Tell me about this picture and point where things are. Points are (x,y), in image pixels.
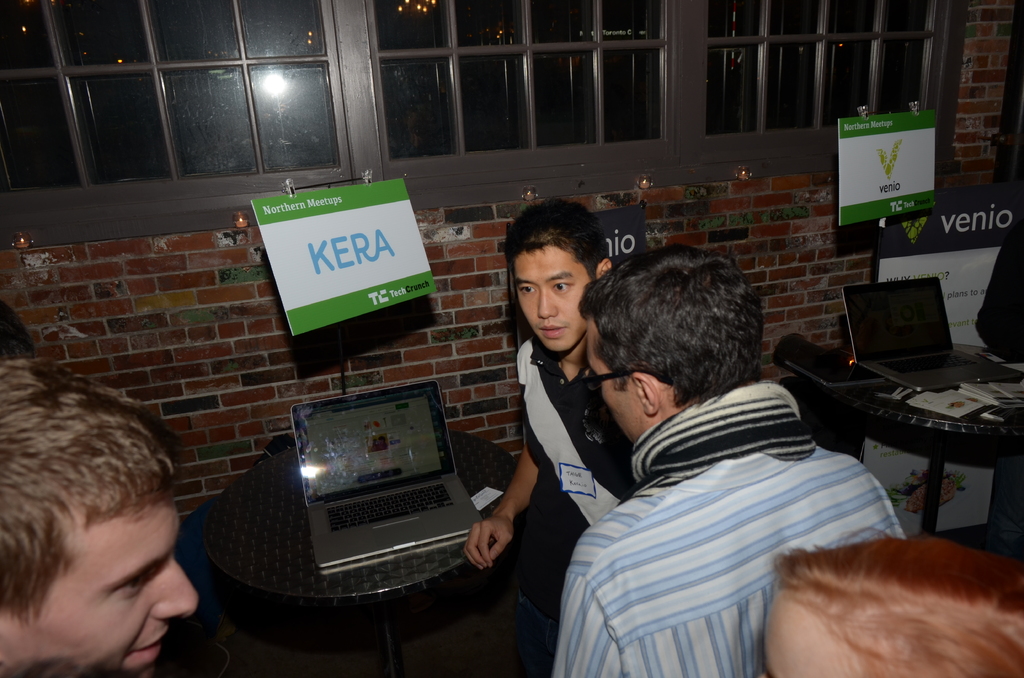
At the bottom (557,545) there are few men (697,499) and there is a table (292,502) on which a laptop (376,468) is placed. On the right side (939,423) there is another table (939,423) on which a laptop (917,388), few books (940,411) and some other objects (866,383) are placed. In the background (306,253) there are few boards (353,272) attached to the wall (125,321). On the boards (879,174), I can see some text (373,249). At the top of the image (394,109) there is a window (430,63).
